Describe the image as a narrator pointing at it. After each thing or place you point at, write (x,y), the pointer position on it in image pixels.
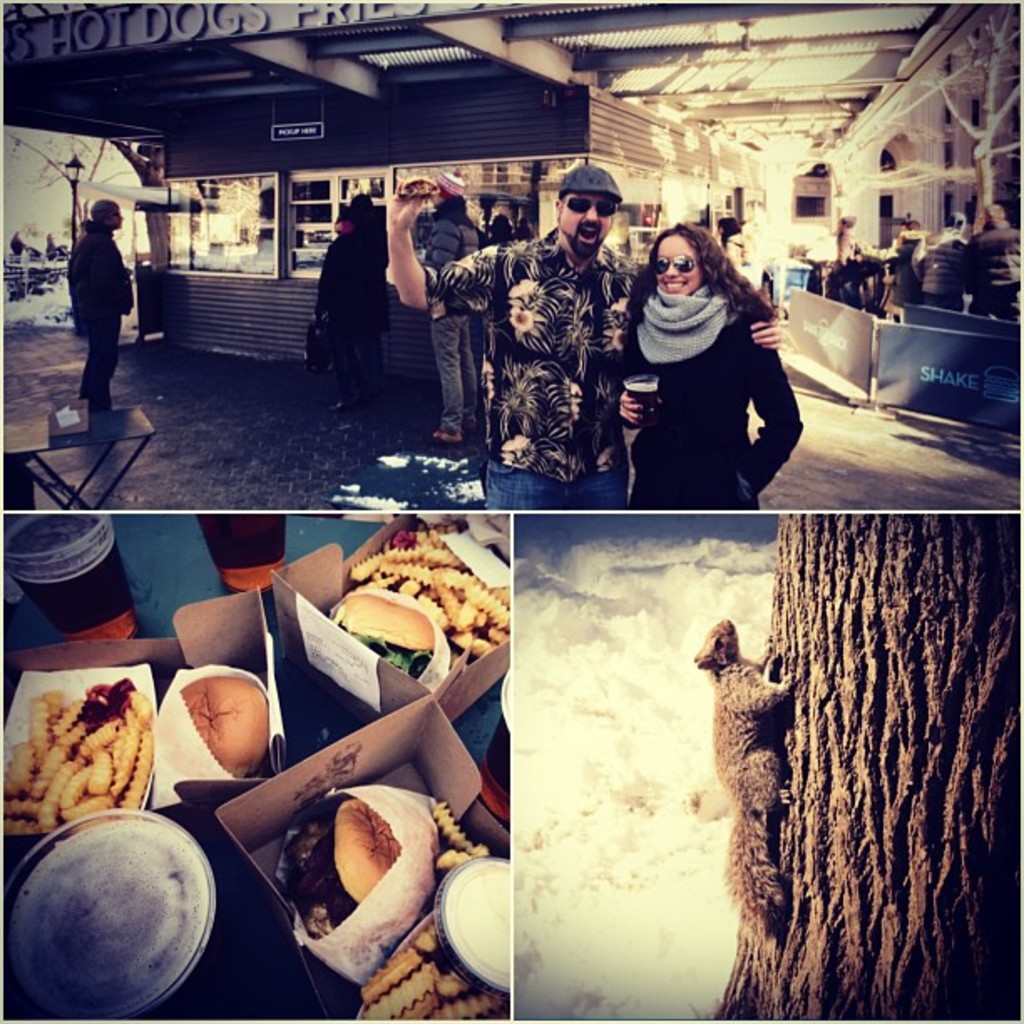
In this image I can see there is a collage of images, there is some food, two people (590,373) standing and they are smiling. There is a squirrel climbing on the tree (781,598) and there is snow (722,597) in the backdrop (621,629).
